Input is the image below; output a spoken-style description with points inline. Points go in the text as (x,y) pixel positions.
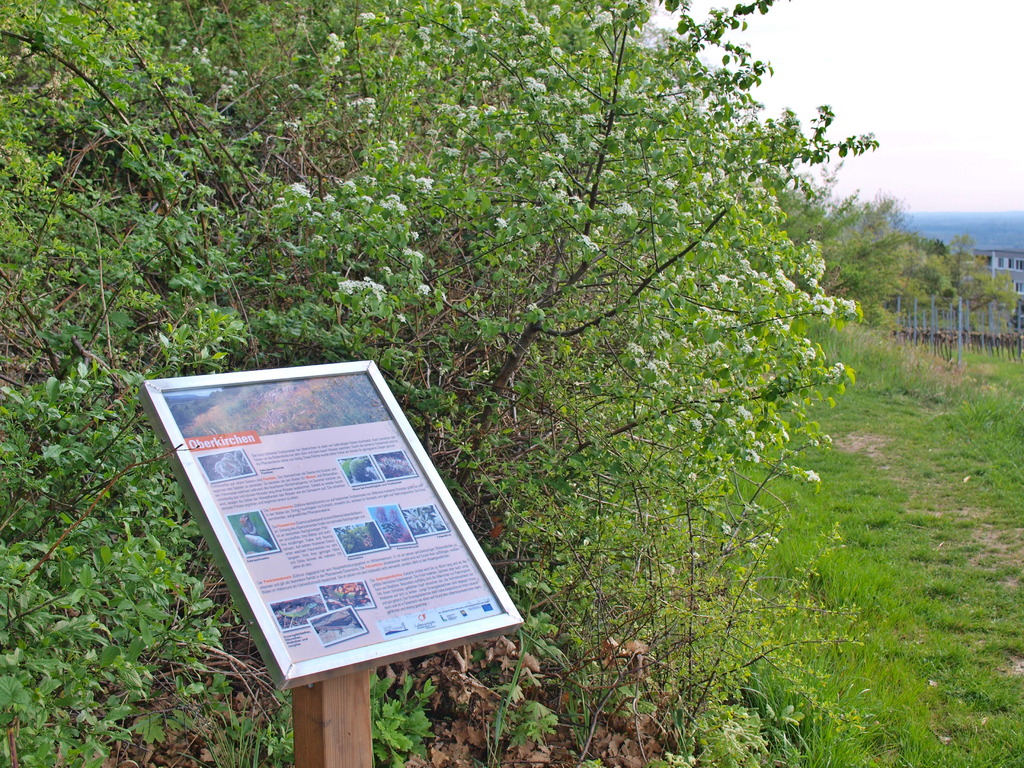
In this image, we can see some trees (713,354), plants (773,415). We can also see the ground (831,423). We can also see a pole (329,722) with a board (299,574). We can see some objects (999,307) on the right (1023,279). We can also see the sky (931,179).
